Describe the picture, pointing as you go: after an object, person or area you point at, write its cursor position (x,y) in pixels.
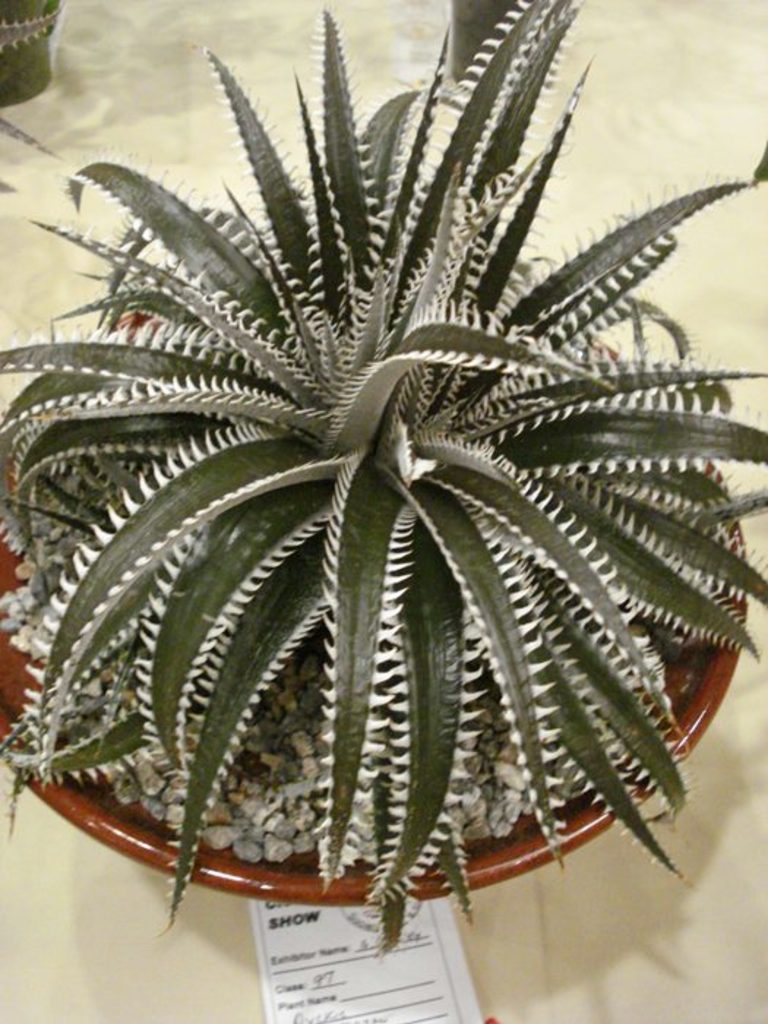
In the center of the image (349,409) there is a house plant (381,655) placed on the table (62,914).
